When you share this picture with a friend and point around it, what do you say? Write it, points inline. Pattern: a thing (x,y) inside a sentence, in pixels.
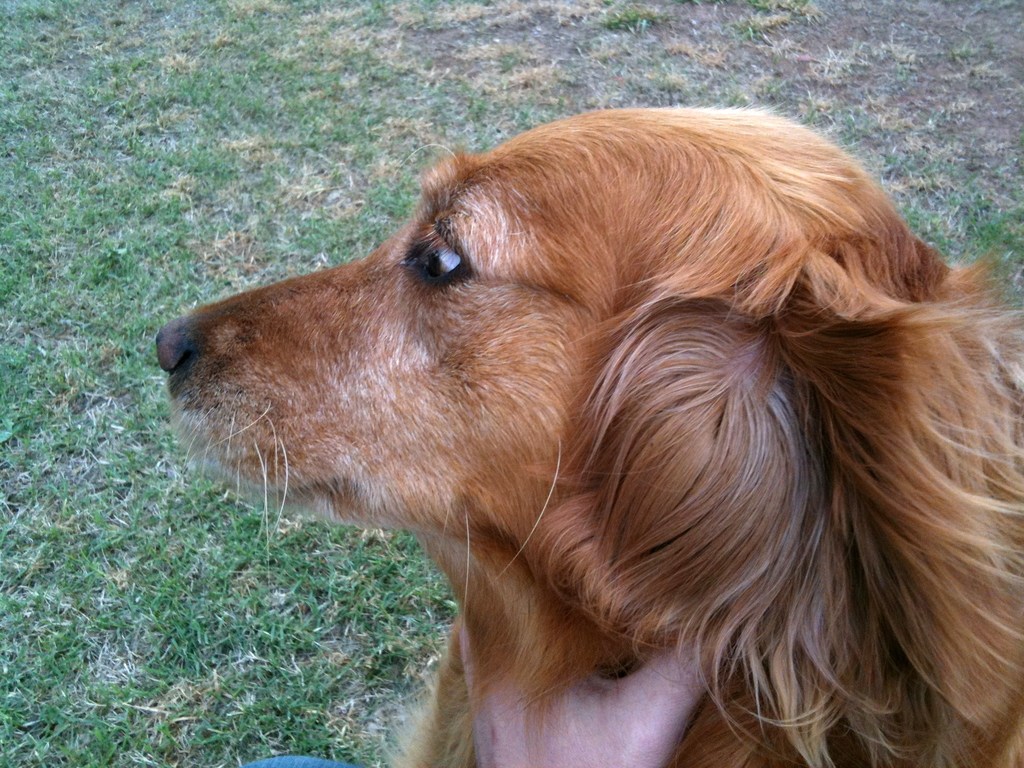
In this picture we can see a dog (506,282) on the grass (311,199).
